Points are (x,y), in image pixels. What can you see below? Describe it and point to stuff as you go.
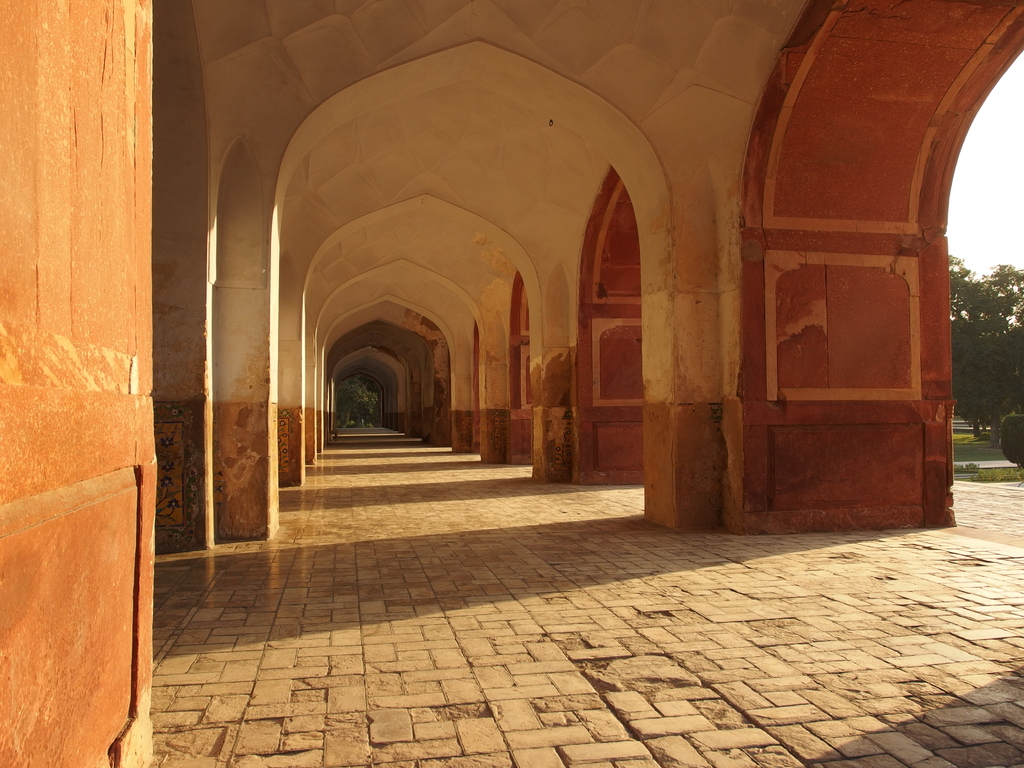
In this image I see the path (565,561) and I see the pillars (3,76) on either sides and in the background (964,211) I see the trees (1006,403) and the bushes (1013,444) over here and I see the clear sky (977,189) and I see the brown color thing (40,42) over here.
